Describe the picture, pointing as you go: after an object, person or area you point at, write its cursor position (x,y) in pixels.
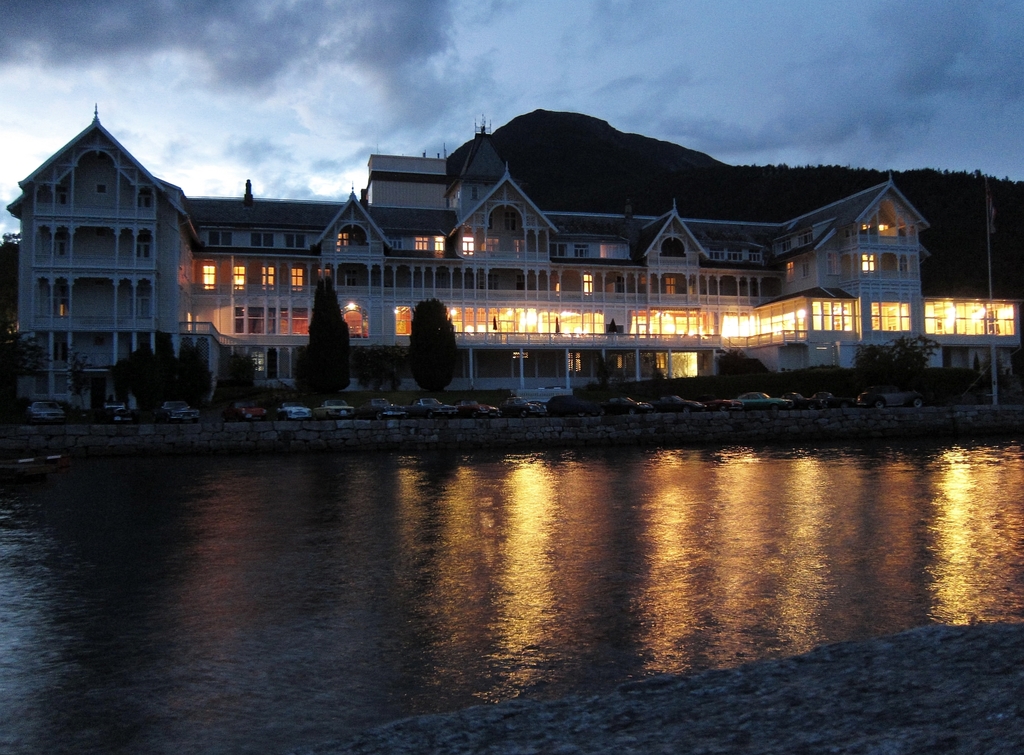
In this image on the foreground (516,588) there is water body (465,534). In the background (100,419) there are cars (750,397) parked in front of a building (470,298). There are trees (340,390), hills (651,193) in the back (588,207). The sky (586,60) is cloudy.
